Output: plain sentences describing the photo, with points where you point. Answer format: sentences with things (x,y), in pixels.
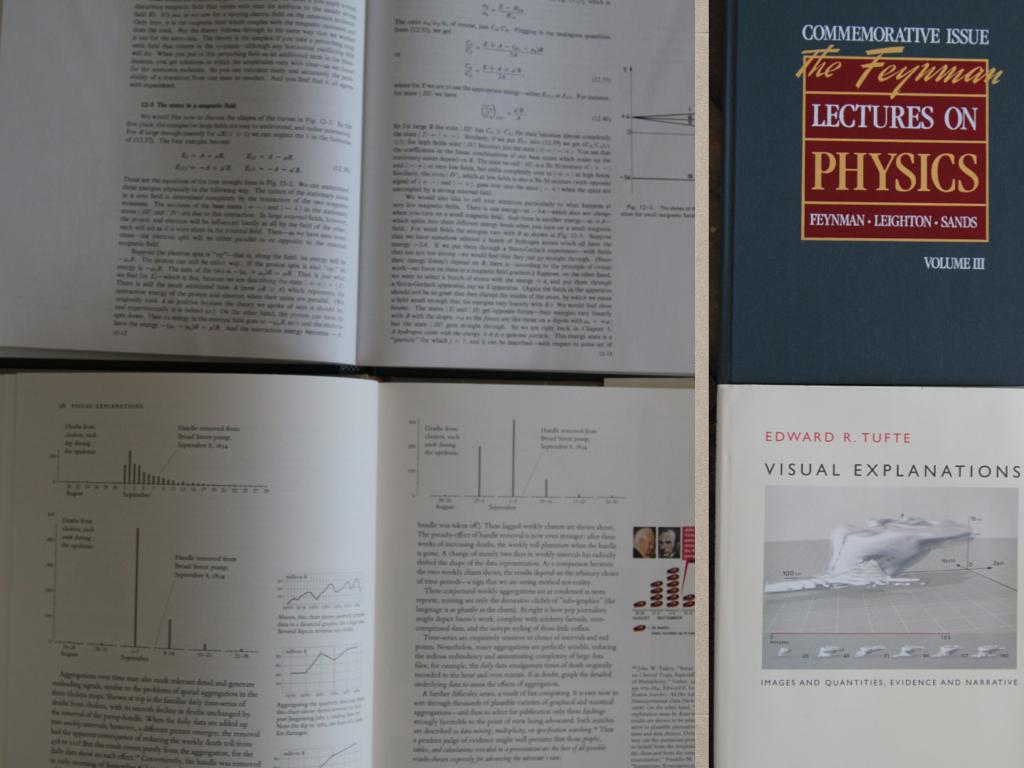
In this image I can see few books (601,338) and something written on it.
